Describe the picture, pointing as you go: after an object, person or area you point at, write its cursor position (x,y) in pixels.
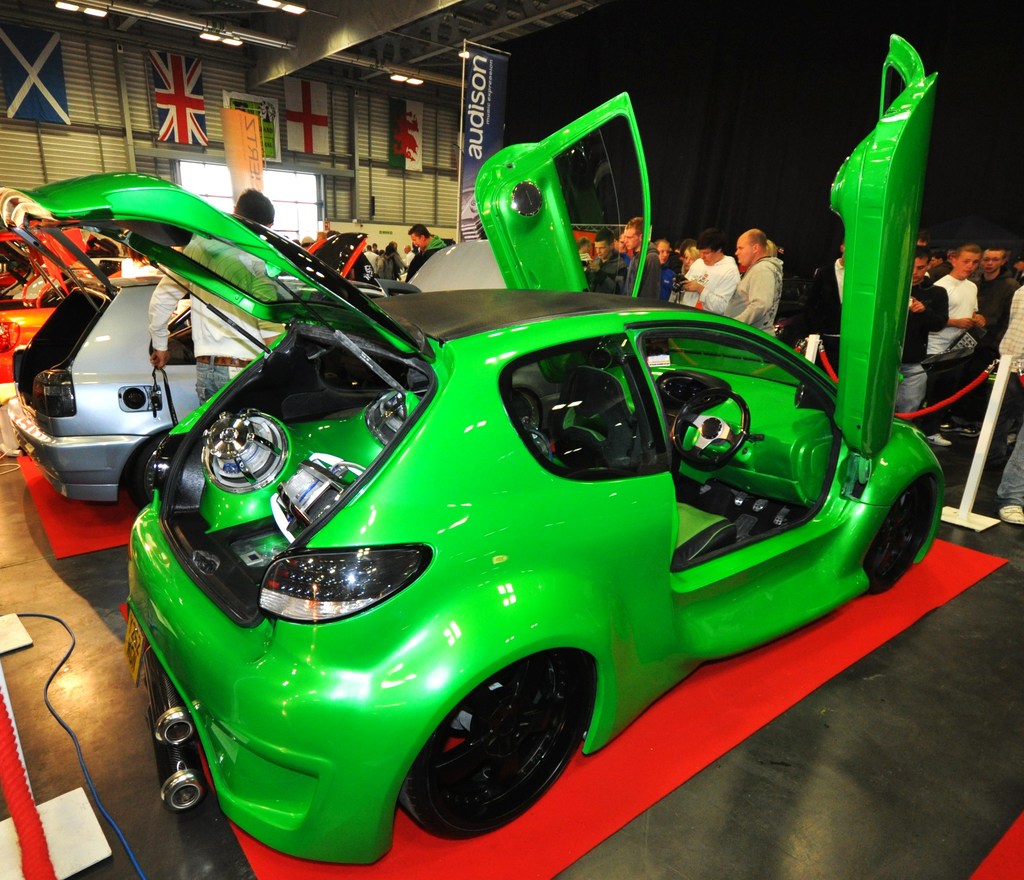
In this image, we can see two cars (220,421) on the red carpet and there are some people (992,319) standing and they are looking at the cars (915,218), we can see some flags (33,90) and there is a poster (476,97).
